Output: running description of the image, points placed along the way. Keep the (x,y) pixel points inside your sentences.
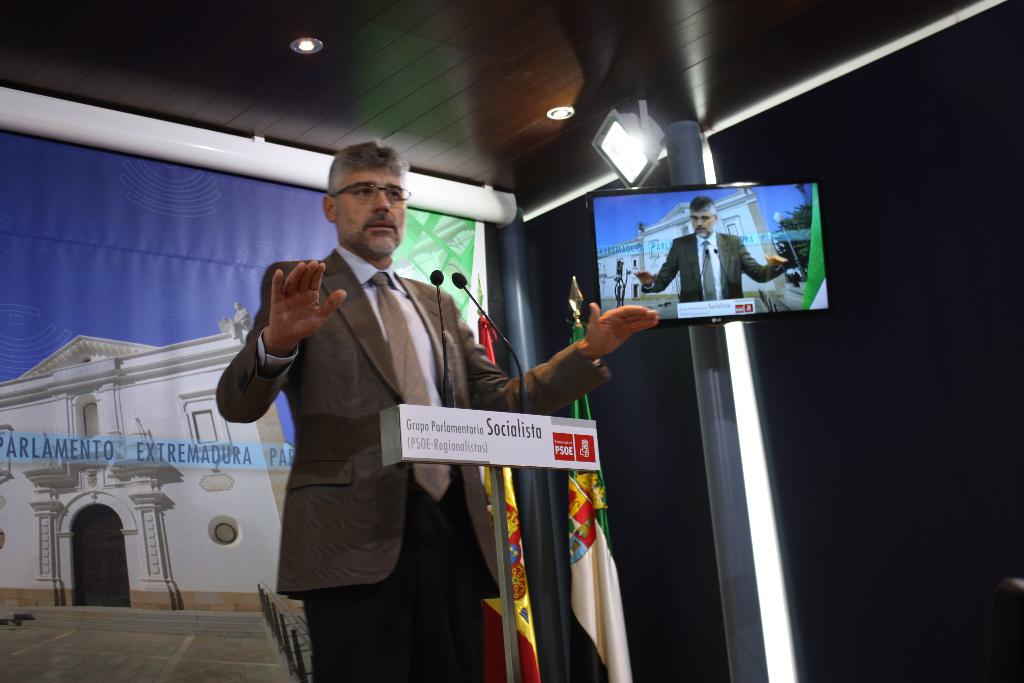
In this image a is man (370,343) wearing a suit (379,373) and standing in front of a podium (436,450), in the background (95,276) there is a poster (14,159) and there is TV (631,216), in TV (623,203) that there is a man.
